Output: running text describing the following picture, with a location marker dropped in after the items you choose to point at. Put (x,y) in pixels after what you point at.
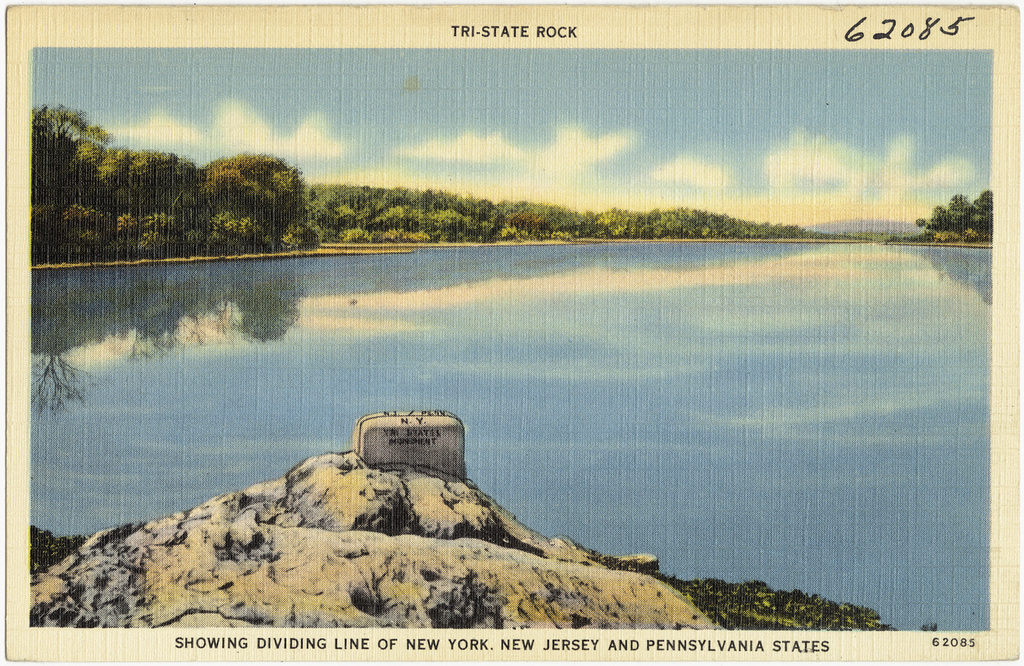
In the foreground of this poster, there is a rock (337,558) and the grass (745,610). In the background (757,378), there is water (450,313), trees (542,207), sky (613,119) and the cloud (552,166).
